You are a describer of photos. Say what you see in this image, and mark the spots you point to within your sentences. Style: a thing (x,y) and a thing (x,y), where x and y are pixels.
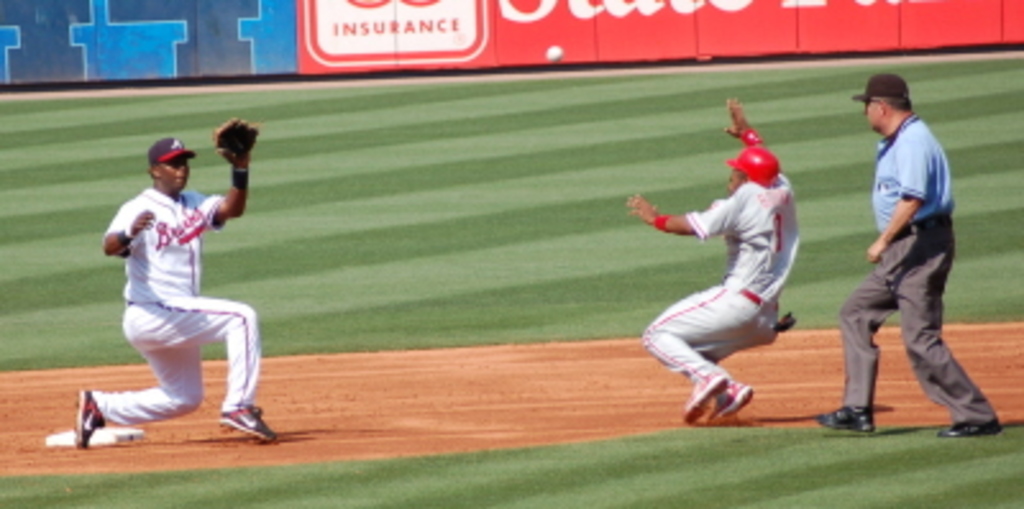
In this image I can see three persons (848,324) playing game and the person (925,221) at right (920,222) is wearing blue and gray color dress (911,290) and the person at left (118,237) is wearing white color dress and dark color cap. In the background (571,22) I can see the board (363,26) in blue, red and white color.
